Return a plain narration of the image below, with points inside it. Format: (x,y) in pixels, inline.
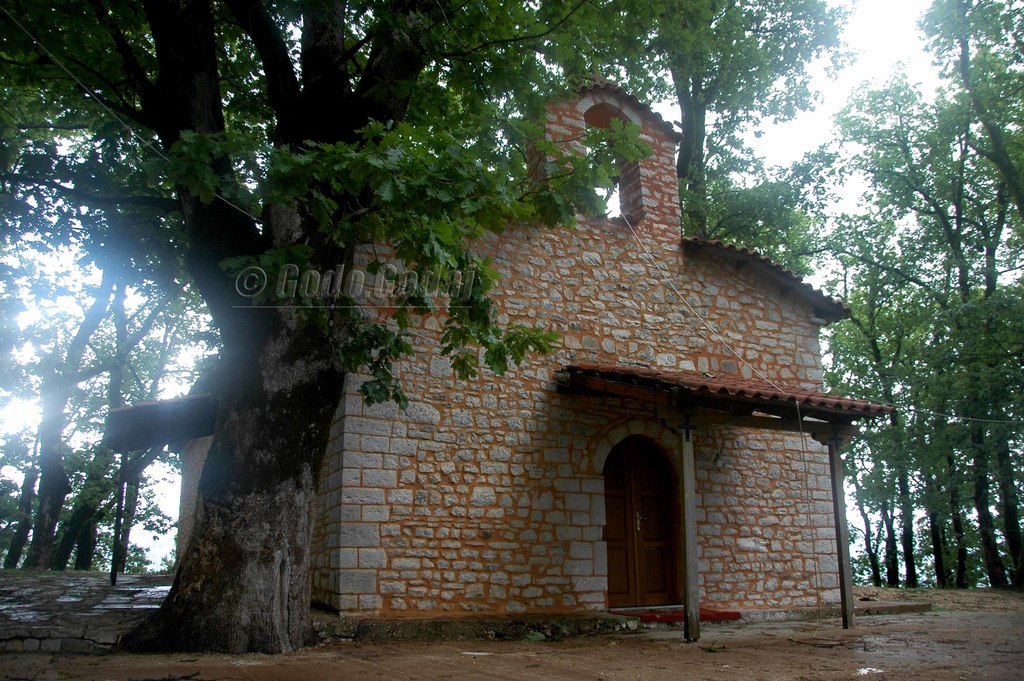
In the picture I can see the stone house (469,549), trees (1009,406), and the sky (741,134) in the background (879,175). Here I can see the watermark (314,274) in the center of the image (360,274).
